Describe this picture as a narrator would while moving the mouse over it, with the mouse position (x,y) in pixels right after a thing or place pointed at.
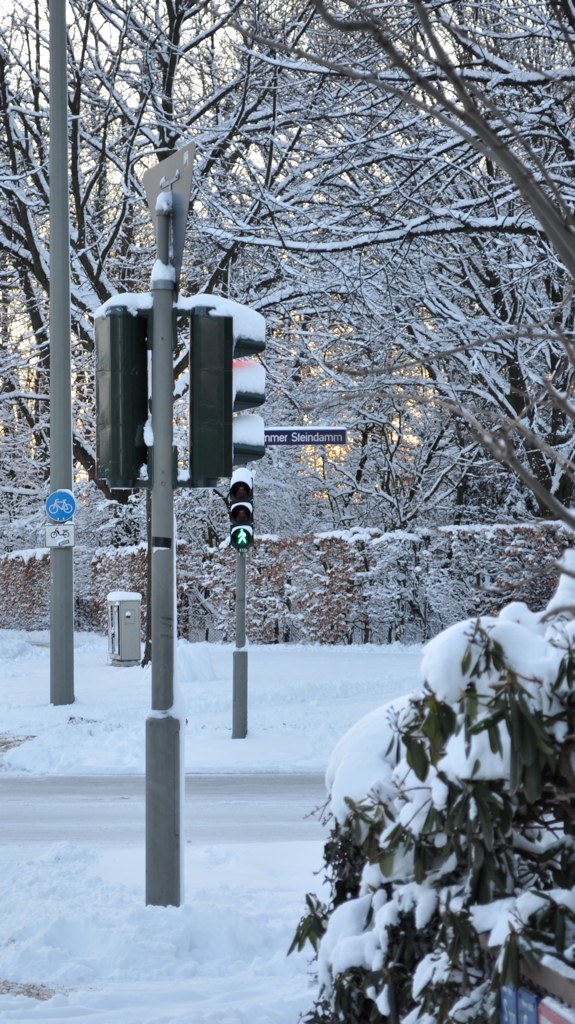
This image is taken in the snow (437,668). In this image there is a traffic signal light (157,385) in the middle (200,453). In the background (392,490) there are trees (390,459) which are fully covered with the snow (278,111). On the left side (52,356) there is another pole (52,356). At the bottom (95,901) there is snow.
